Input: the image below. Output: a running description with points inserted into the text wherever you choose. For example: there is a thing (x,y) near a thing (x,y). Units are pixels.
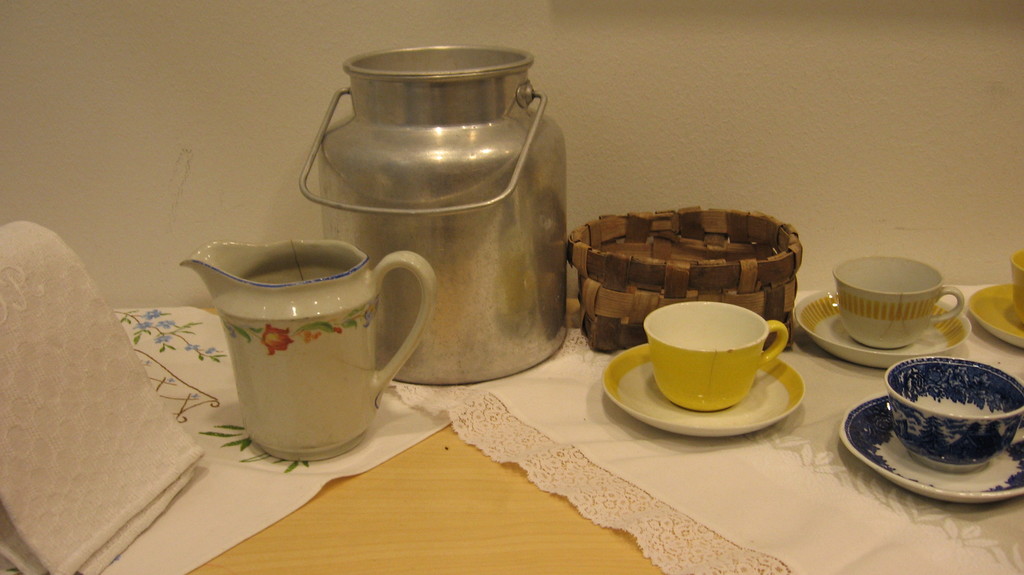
This image consists of a table (463,537) on which there are cups (1022,411) and saucers (1002,463) along with a small can (441,240). On the left (58,401), we can see a towel (122,463). In the background (676,104), there is a wall (683,102).
